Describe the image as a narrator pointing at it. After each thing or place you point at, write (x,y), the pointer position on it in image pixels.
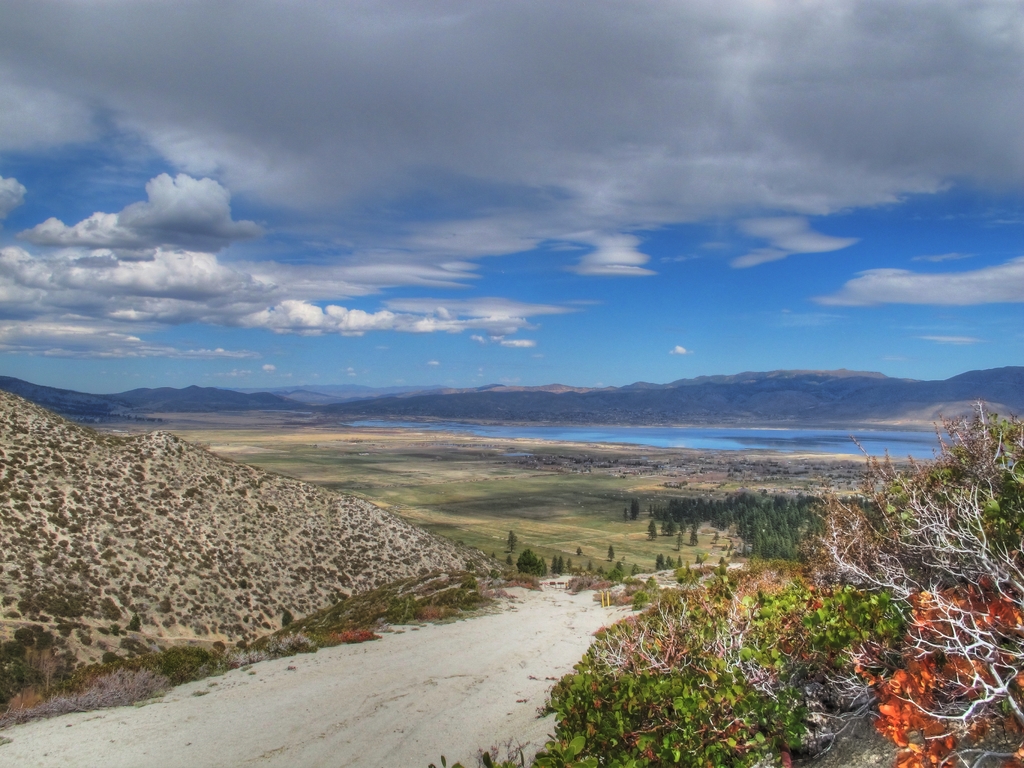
In this image I can see few mountains (790,405), trees (746,498) and water (728,438). The sky (562,257) is in blue and white color.
